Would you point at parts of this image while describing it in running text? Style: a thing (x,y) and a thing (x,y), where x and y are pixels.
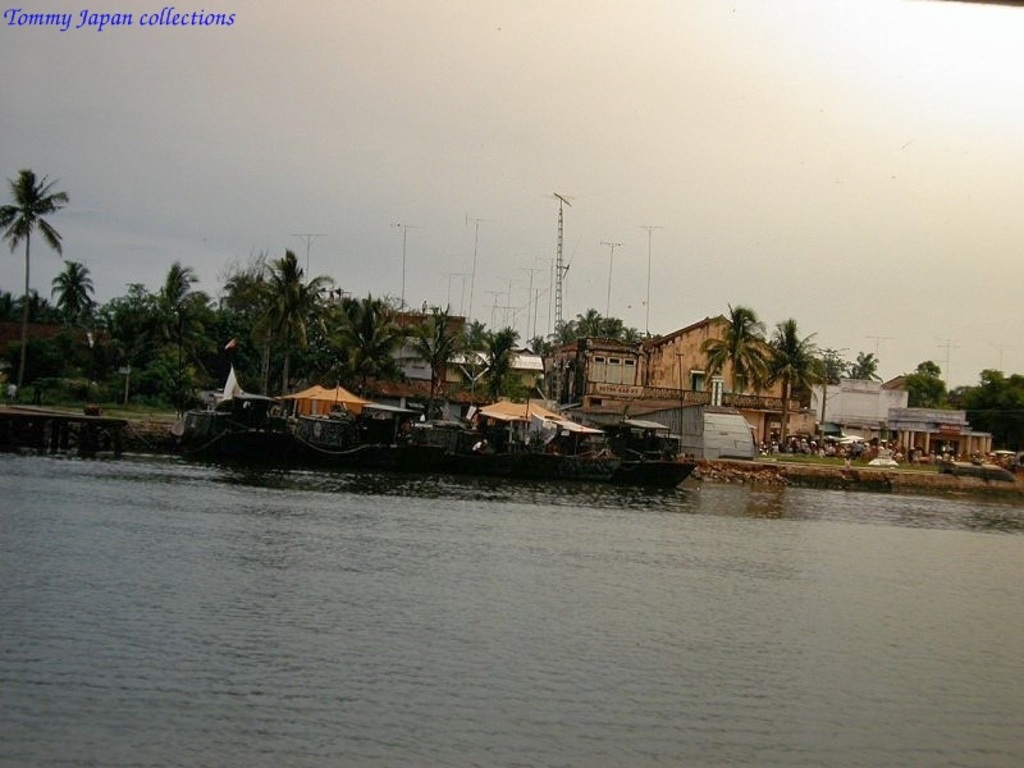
This picture is clicked outside the city. In the center (660,465) we can see the boats (545,472) in the water body (351,586) and we can see the tents (319,405), trees (18,384) and many other objects (886,446). In the background (476,123) we can see the sky (626,238), poles (610,247), trees (253,313) and houses (665,346). In the top left corner (170,21) we can see the text (105,17) on the image.
